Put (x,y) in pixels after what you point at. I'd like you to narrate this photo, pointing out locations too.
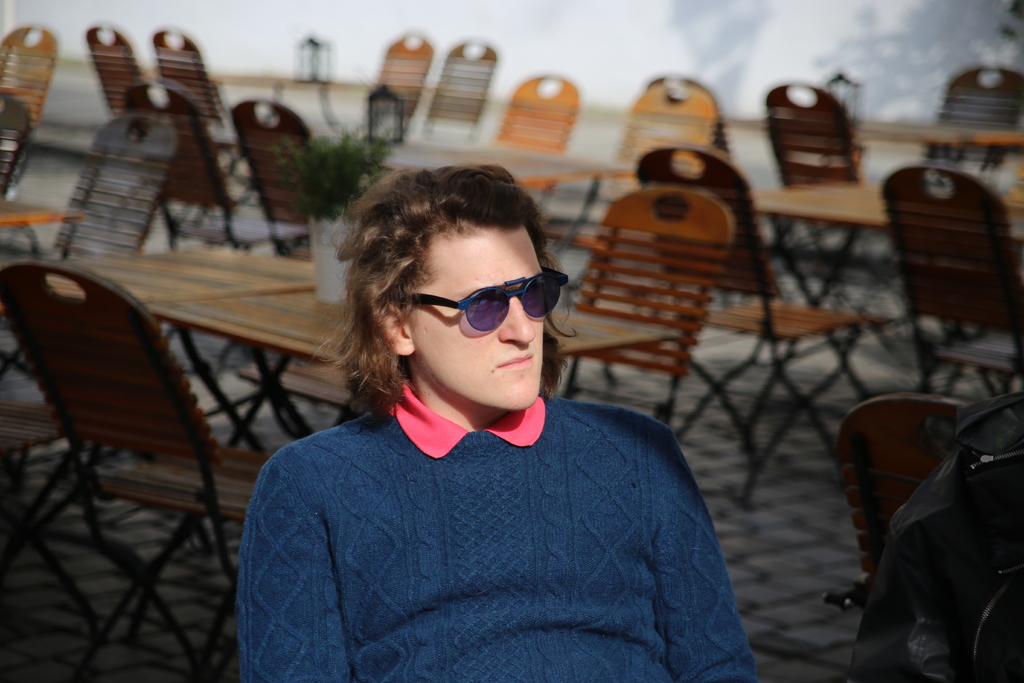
In the image there is a person (436,557) in navy blue sweatshirt (464,527) sitting in the front (512,286) and behind there are many tables (857,187) and chairs (738,223).
